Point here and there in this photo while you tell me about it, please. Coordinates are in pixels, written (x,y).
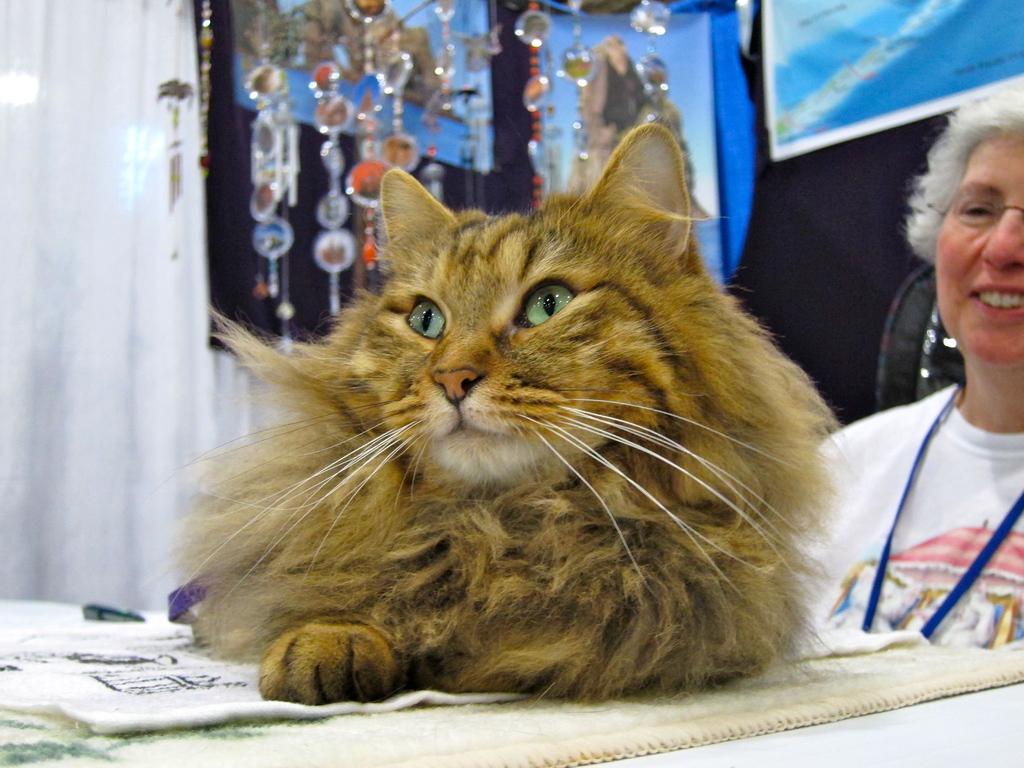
In this picture we can see a woman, cat (655,616) and in the background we can see a poster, few more objects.
